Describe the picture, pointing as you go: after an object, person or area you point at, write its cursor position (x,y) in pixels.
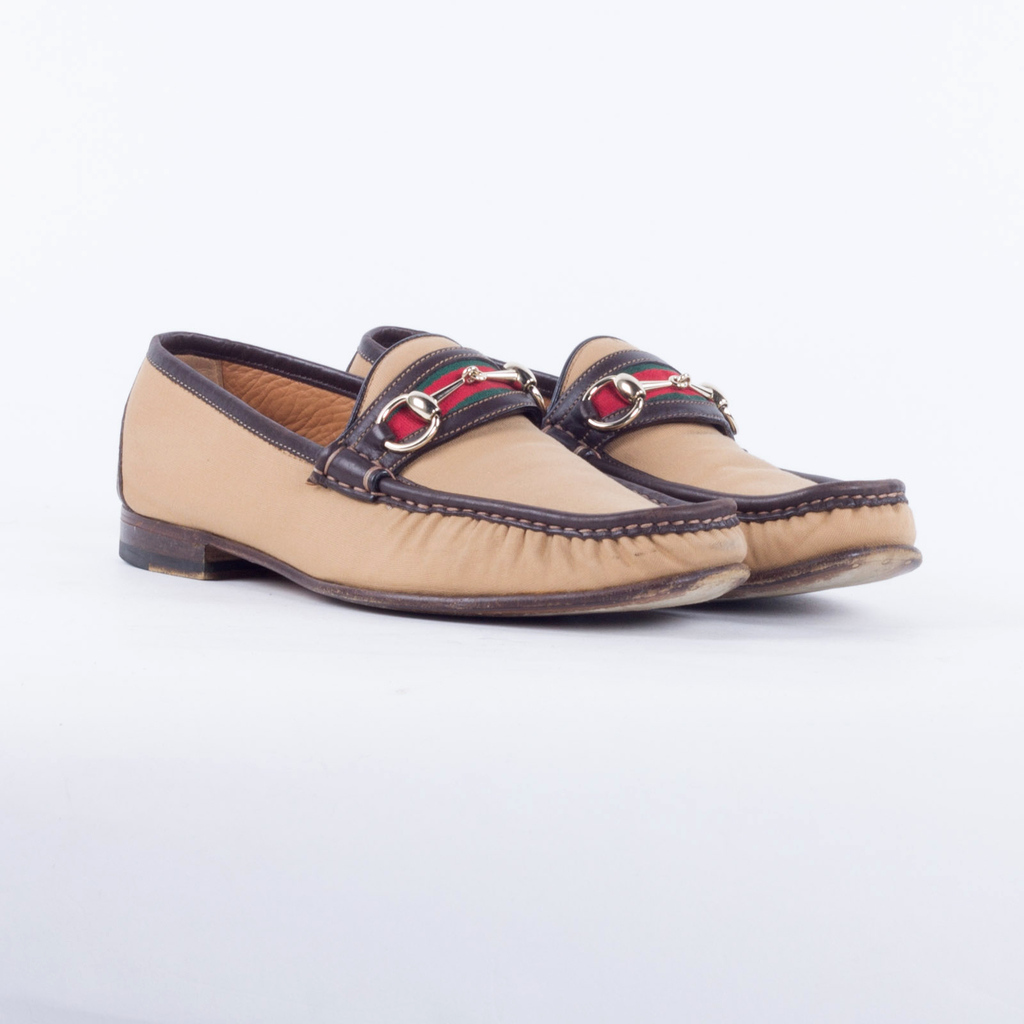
In the image we can see some shoes (811,586).
